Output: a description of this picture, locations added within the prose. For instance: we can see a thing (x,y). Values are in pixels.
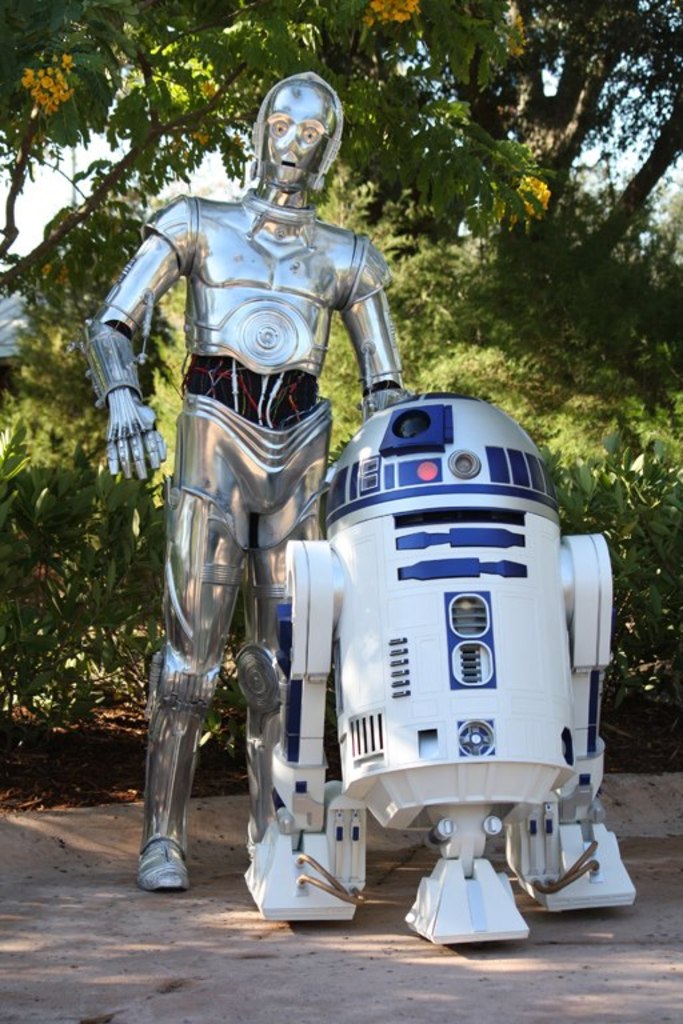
This is a robot (312,524) near to it we can see an android robot machine (381,815). Behind to the robot (261,473) we can see a tree (336,65) with yellow flowers (44,95).
